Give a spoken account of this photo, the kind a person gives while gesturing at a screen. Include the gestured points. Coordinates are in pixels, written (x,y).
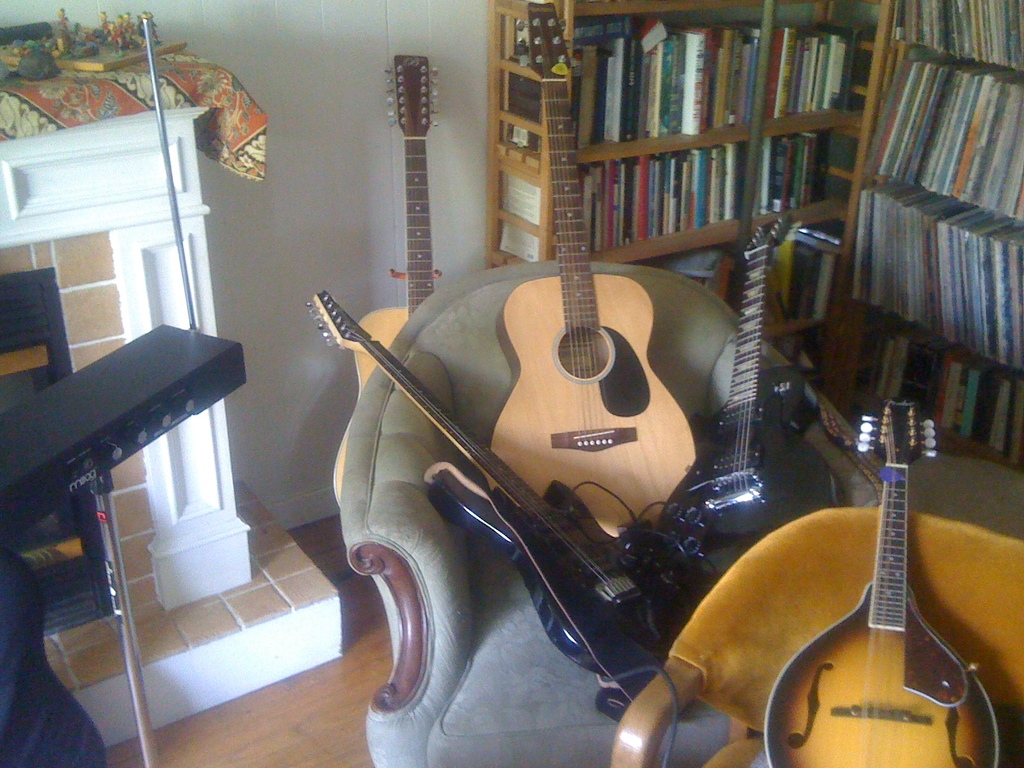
As we can see in the image there is a white color wall (323,159), rack (750,128) filled with books (621,98) and on sofas (473,419) there are guitars (602,558).
